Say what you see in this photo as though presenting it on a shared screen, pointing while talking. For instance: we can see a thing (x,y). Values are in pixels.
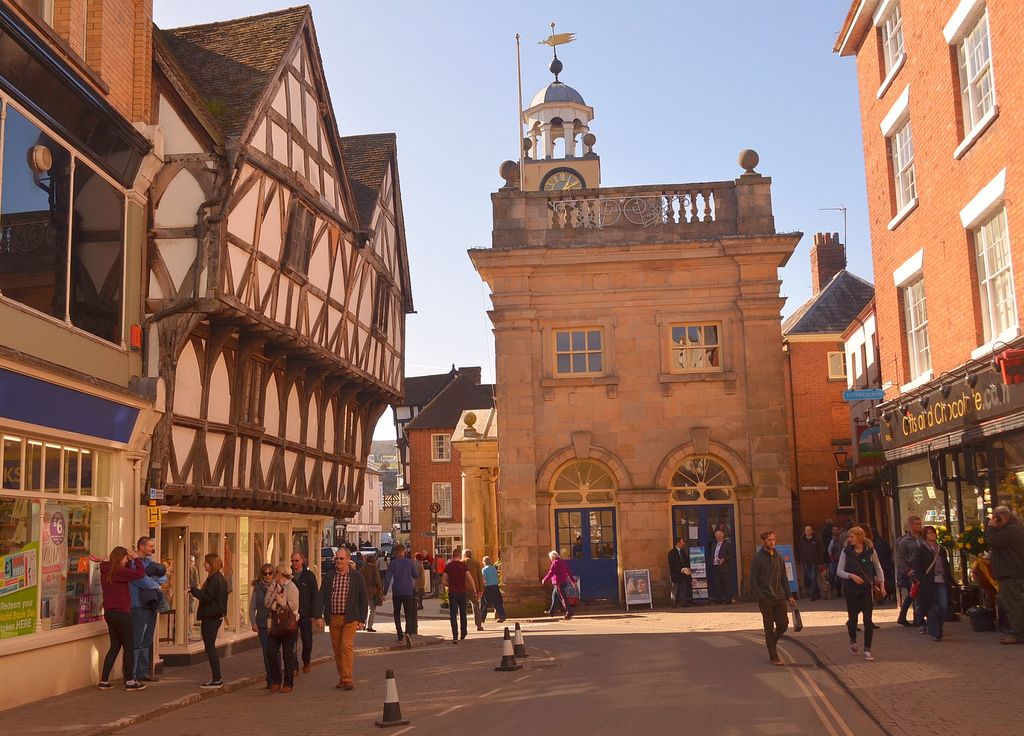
In this picture, we can see a few people (450,605) on the road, buildings (383,224) with windows (995,455), poles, posters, some objects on the road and the sky (710,83).
